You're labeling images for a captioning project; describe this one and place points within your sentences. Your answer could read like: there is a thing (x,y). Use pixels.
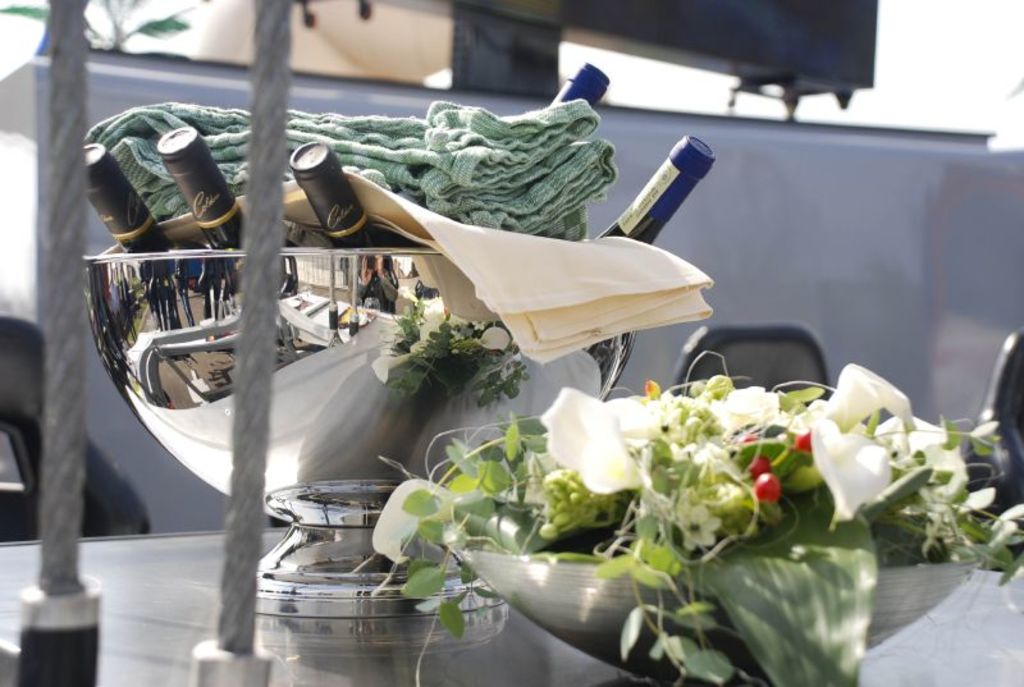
In this image we can see two bowls (406,468) on the table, in the bowls (238,261) there are some bottles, clothes (571,298), flowers (656,403) and plants (643,561), behind the bowl (597,565) it looks like the wall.
